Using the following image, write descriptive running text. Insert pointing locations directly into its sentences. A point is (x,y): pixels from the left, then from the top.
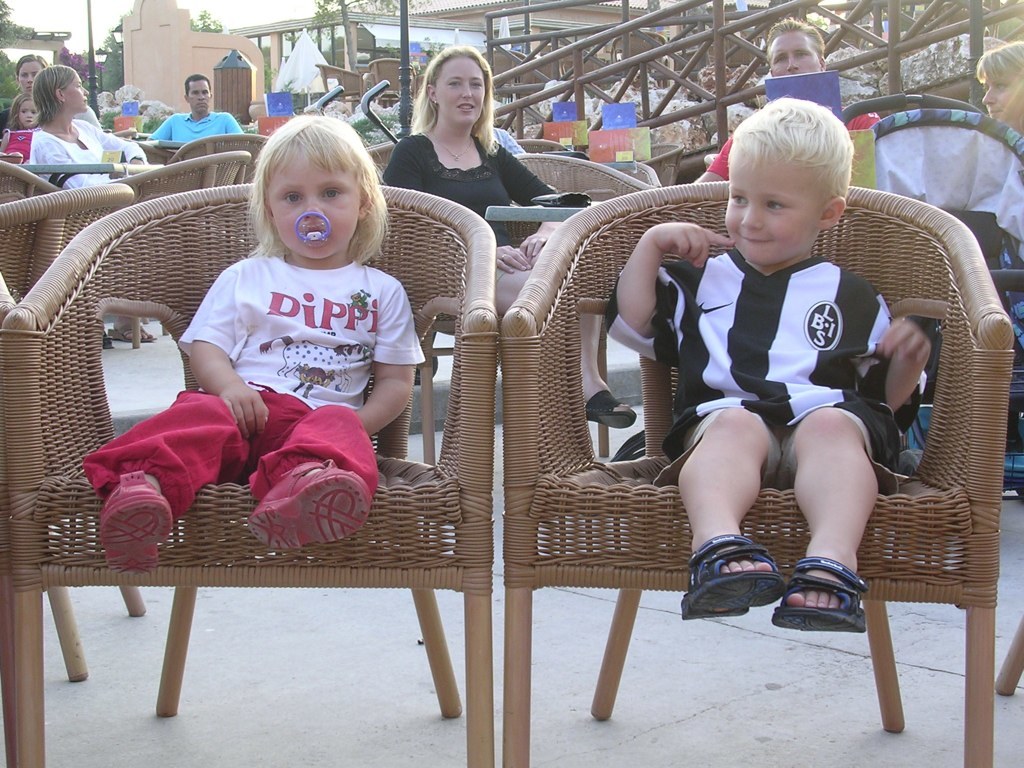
This picture describes about group of people (332,265) they are seated on the chair (156,233), in the background (164,14) we can see couple of buildings (167,48) and couple of trees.
